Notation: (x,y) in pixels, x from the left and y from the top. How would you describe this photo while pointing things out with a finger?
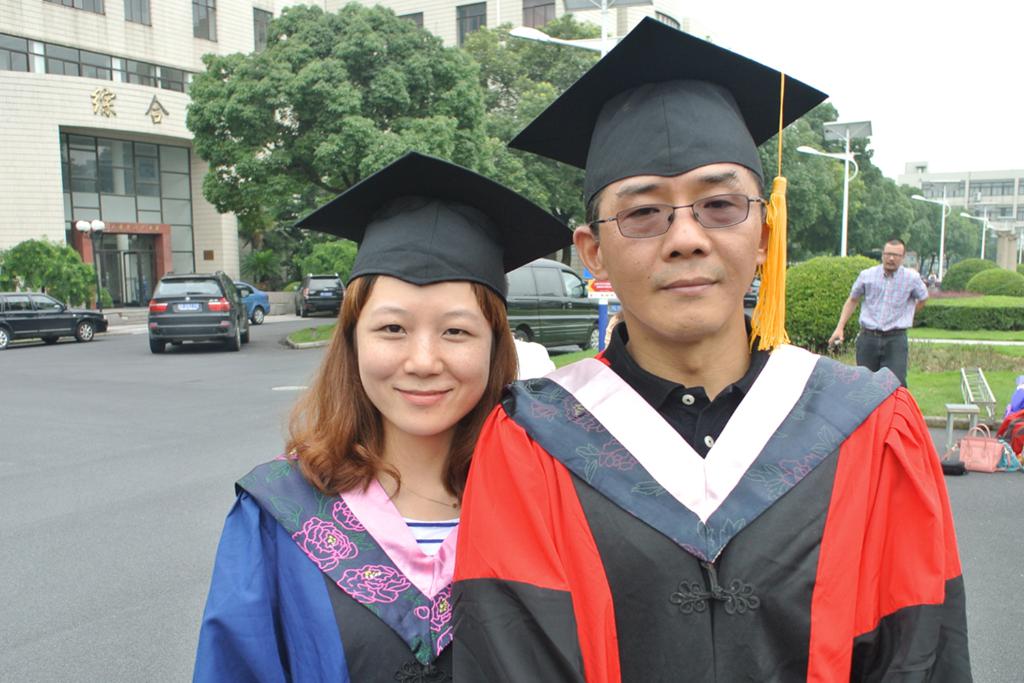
In this picture there is a man (606,422) and a woman (373,577) in the center of the image (454,389), they are wearing graduation gowns (738,663) and there are other people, bags (983,452), and a stool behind them and there are buildings (56,93), trees (441,118), and poles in the background area of the image (314,128).
